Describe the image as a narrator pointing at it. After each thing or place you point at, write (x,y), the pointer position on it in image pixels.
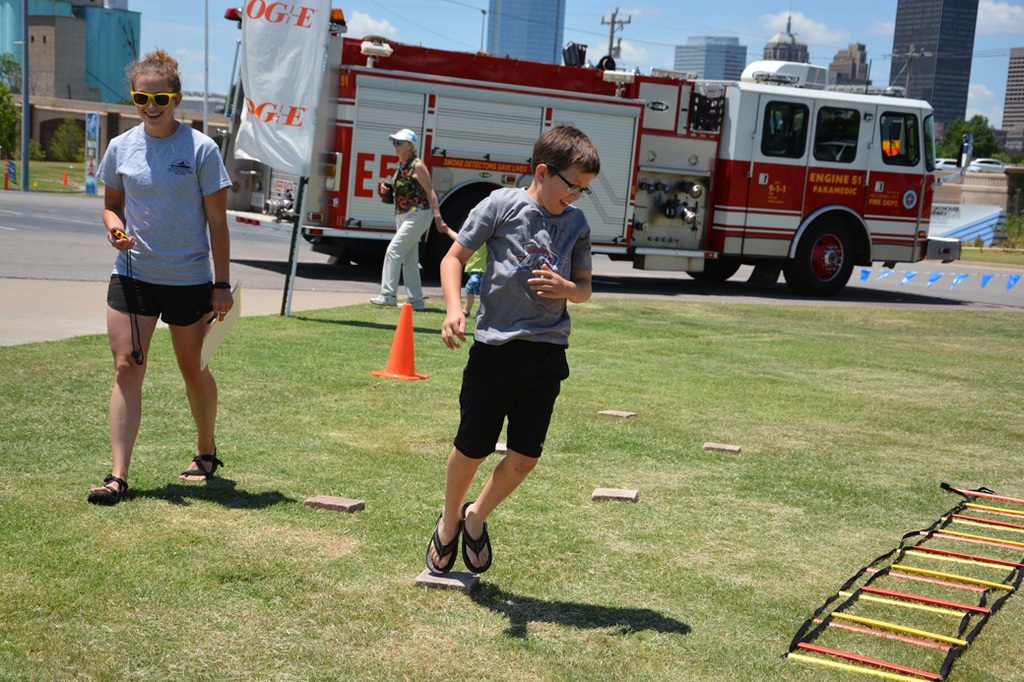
This picture is clicked outside. In the foreground (507,327) we can see there are some objects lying on the ground (644,532) and we can see a kid (556,237) wearing t-shirt (518,230) and seems to be running on the ground (652,434). On the left (133,169) we can see the two persons (397,219) walking on the ground (661,332) and we can see the green grass (820,362) and flags (983,279) hanging on the rope (1003,275) and we can see a vehicle (685,120) running on the road (907,284) and we can see the text (273,12) on the banner (324,52). In the background (386,23) we can see the sky (459,29), cables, poles (914,47), buildings (918,29), trees (952,134), vehicles (987,167) and many other objects (88,162).
